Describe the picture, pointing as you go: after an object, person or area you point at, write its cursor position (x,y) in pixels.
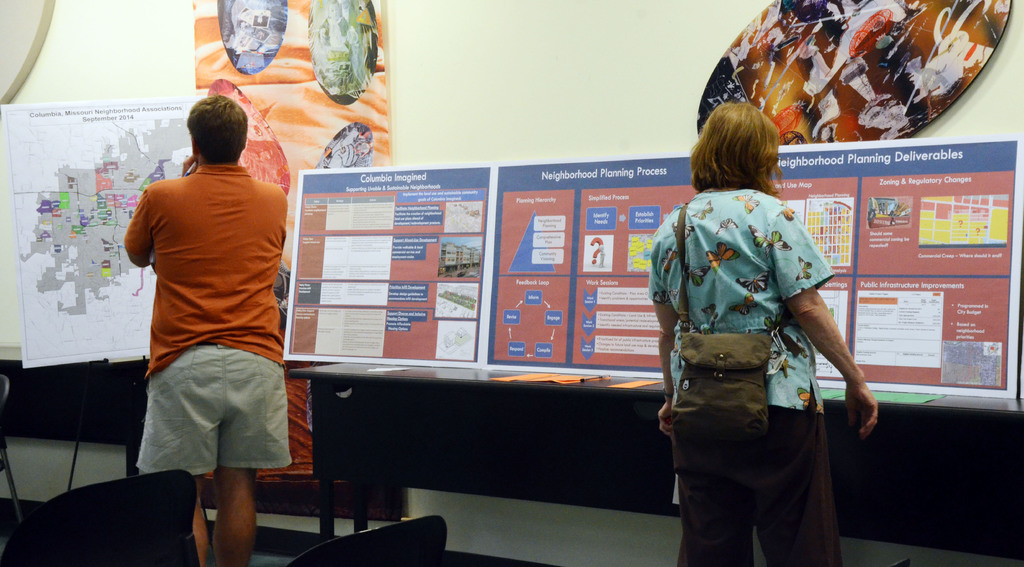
In this image, we can see two persons (730,297) standing and they are looking at the posters (342,273).
